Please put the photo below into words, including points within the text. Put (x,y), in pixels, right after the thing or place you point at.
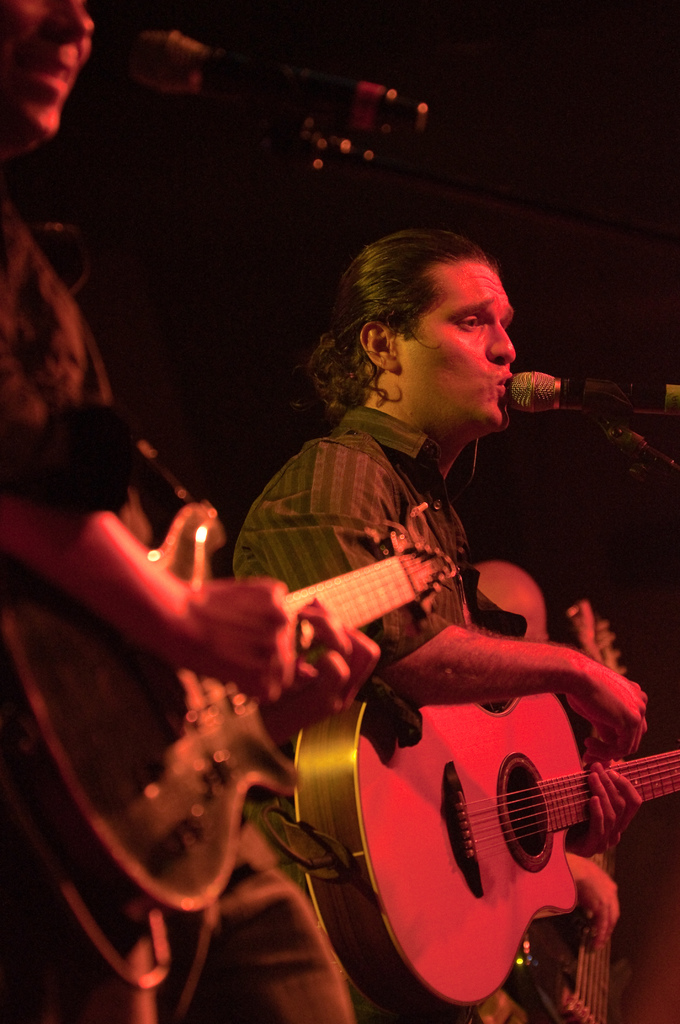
In the image we can see there are men (89,439) who are standing and they are holding a guitar (444,770) in their hand (633,729) and the man (394,455) who is in the middle (353,552) is in front of a mike (566,398) and he is singing.
